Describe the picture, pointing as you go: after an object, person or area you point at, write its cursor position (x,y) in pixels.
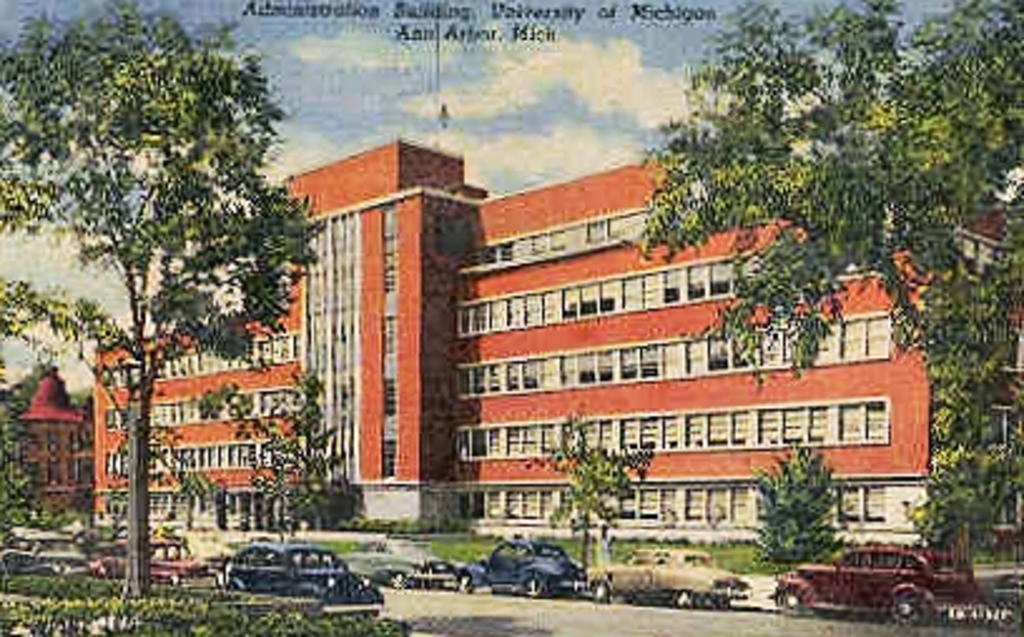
This is edited image, in this image in the center (508,323) there is a building (571,332) on the right side (875,173) and left side (119,88) there are some trees (143,550). In the center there are some cars (360,596), and at the bottom (51,614) there is a walkway (614,625) and some plants (70,616). At the top of the image (316,105) there is sky (597,23) and some text (450,23).
